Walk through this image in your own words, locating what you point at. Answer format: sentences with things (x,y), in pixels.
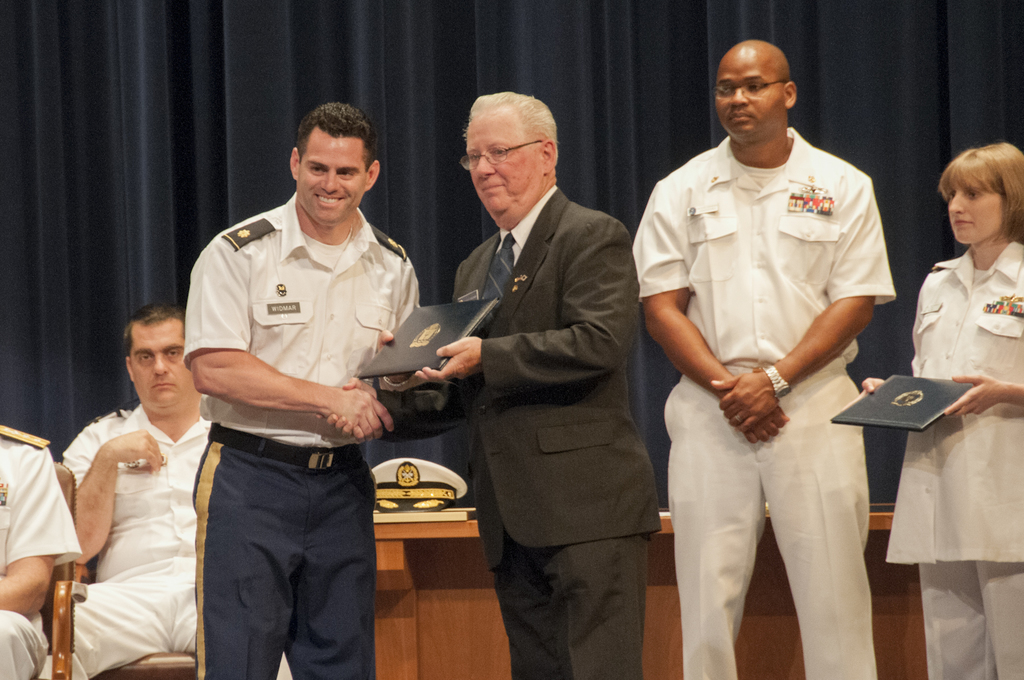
In this image there is a man (553,408) who is presenting the memento (414,350) to another officer (306,317). In the background (788,265) there is a man (744,303) standing beside the woman (914,333) who is holding the memento (900,382). In the background (511,64) there are curtains (513,46). On the left side (103,479) there are two officers (94,512) sitting in the chairs (62,609). Beside them there is a table (460,532) on which there is a cap (418,508).
